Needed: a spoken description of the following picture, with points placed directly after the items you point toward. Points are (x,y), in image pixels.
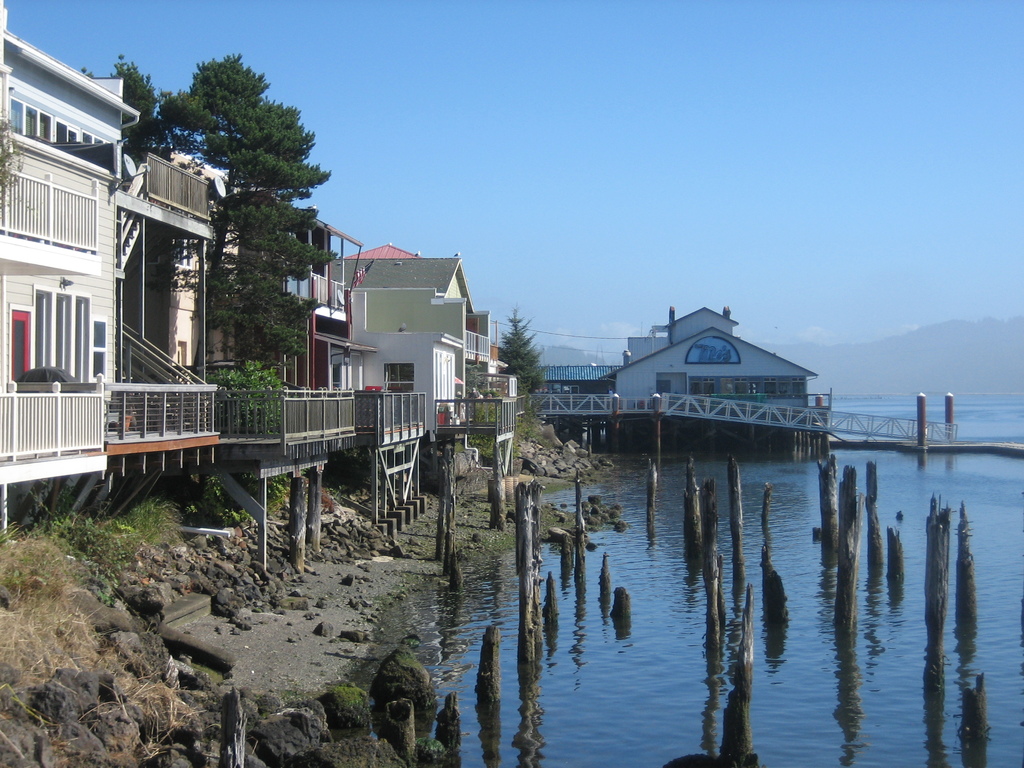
In this image I can see the water (920,708), I can see few wooden sticks (973,691) inside the water (617,643). Background (373,375) I can see few buildings (694,365) in white, cream and blue color, trees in green color and the sky (595,204) is in blue color.
